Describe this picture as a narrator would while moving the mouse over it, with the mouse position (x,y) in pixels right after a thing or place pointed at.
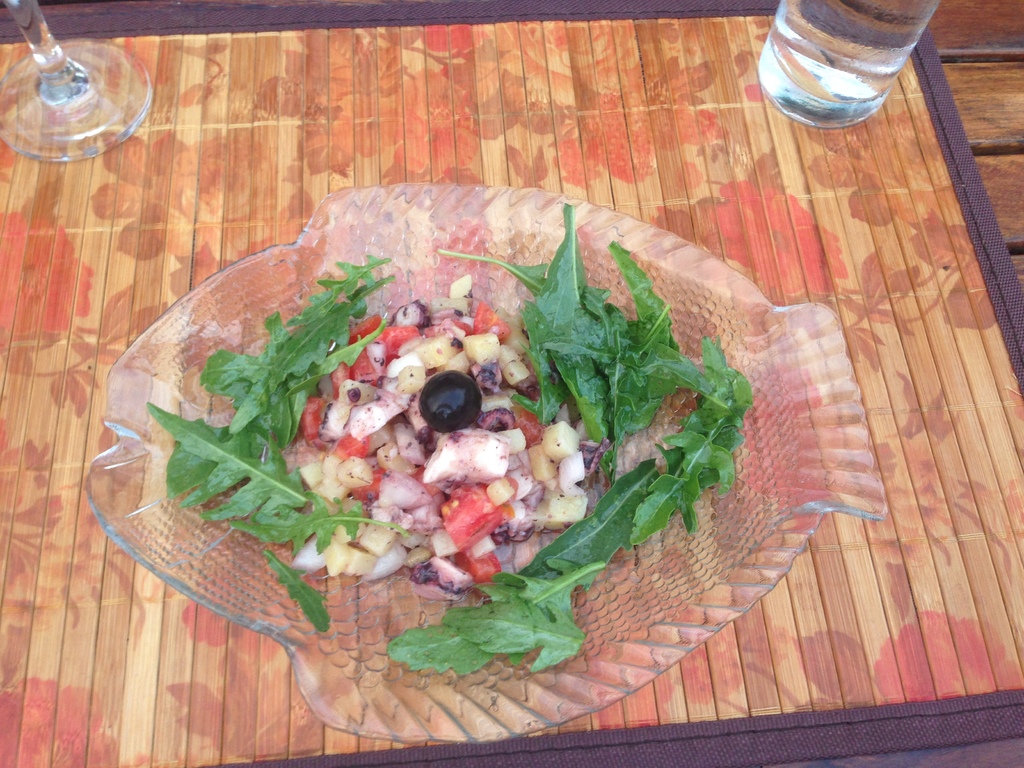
In this picture we can see a table (992,127), there is a tray (851,604) present on the table (992,91), we can see two glasses (844,89) and a glass plate (804,504) present in the tray (897,90), we can see some food (471,445) and leaves (567,379) in this plate (466,598).
